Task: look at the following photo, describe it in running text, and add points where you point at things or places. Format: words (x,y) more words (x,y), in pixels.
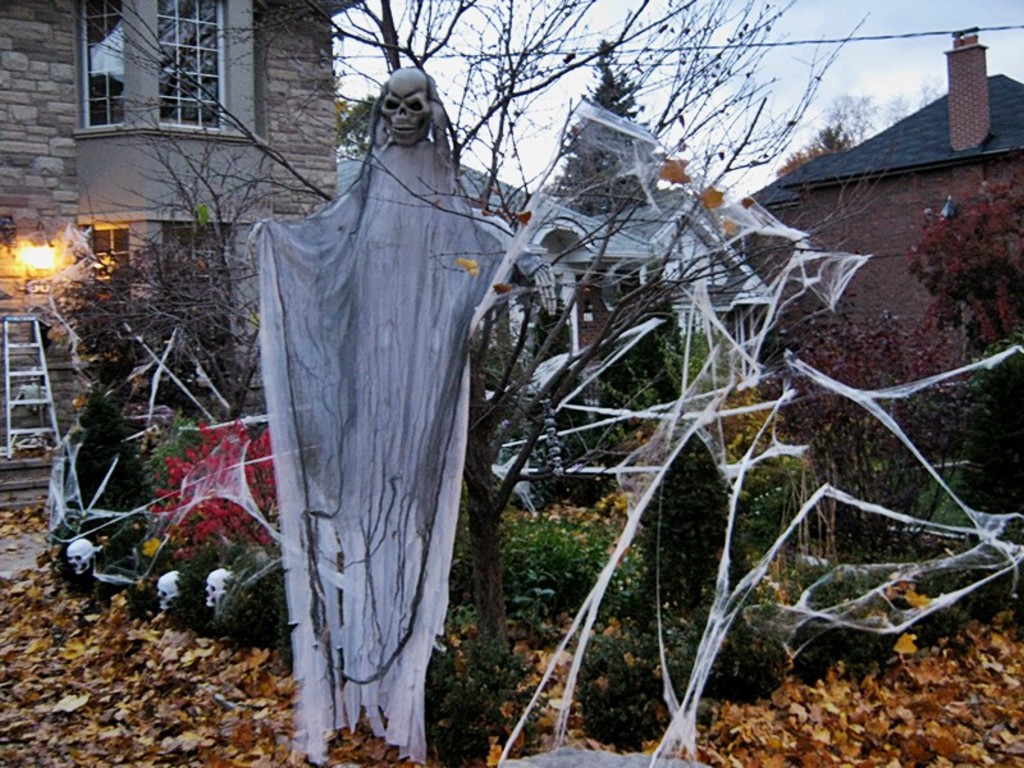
In this image we can see there is a skeleton (400,258) hanging on the tree (581,216), around the skeleton (415,444) there is a web (269,529) and few skulls (219,572) are hanging on the plants (129,548) and trees (981,278), behind them there are buildings (25,134), in front of the building (11,387) there is a ladder (13,319) and a lamp (41,257) hanging on the wall (58,222), there are dry leaves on the surface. In the background (810,74) there is the sky (760,55).
